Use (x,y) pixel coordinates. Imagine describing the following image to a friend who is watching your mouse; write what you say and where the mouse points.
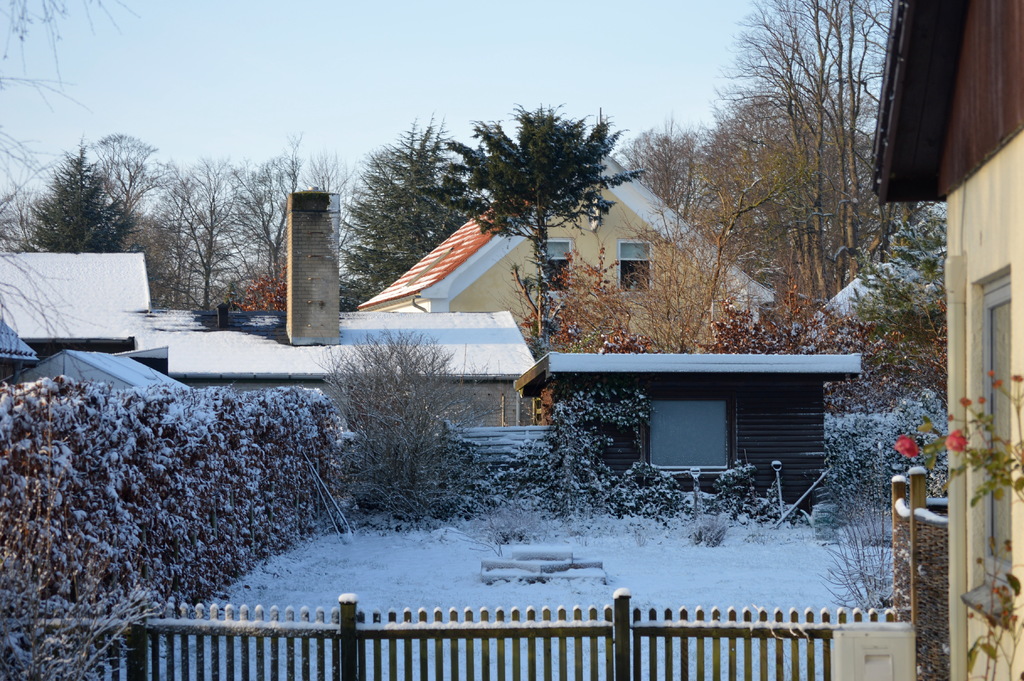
In this image, we can see houses (780,428) and there are trees (570,321) and we can see plants (374,507) covered with snow (191,432) and there are railings (662,652). At the top (248,87), there is sky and at the bottom (452,533), there is snow (721,544) and some rods (325,485).
